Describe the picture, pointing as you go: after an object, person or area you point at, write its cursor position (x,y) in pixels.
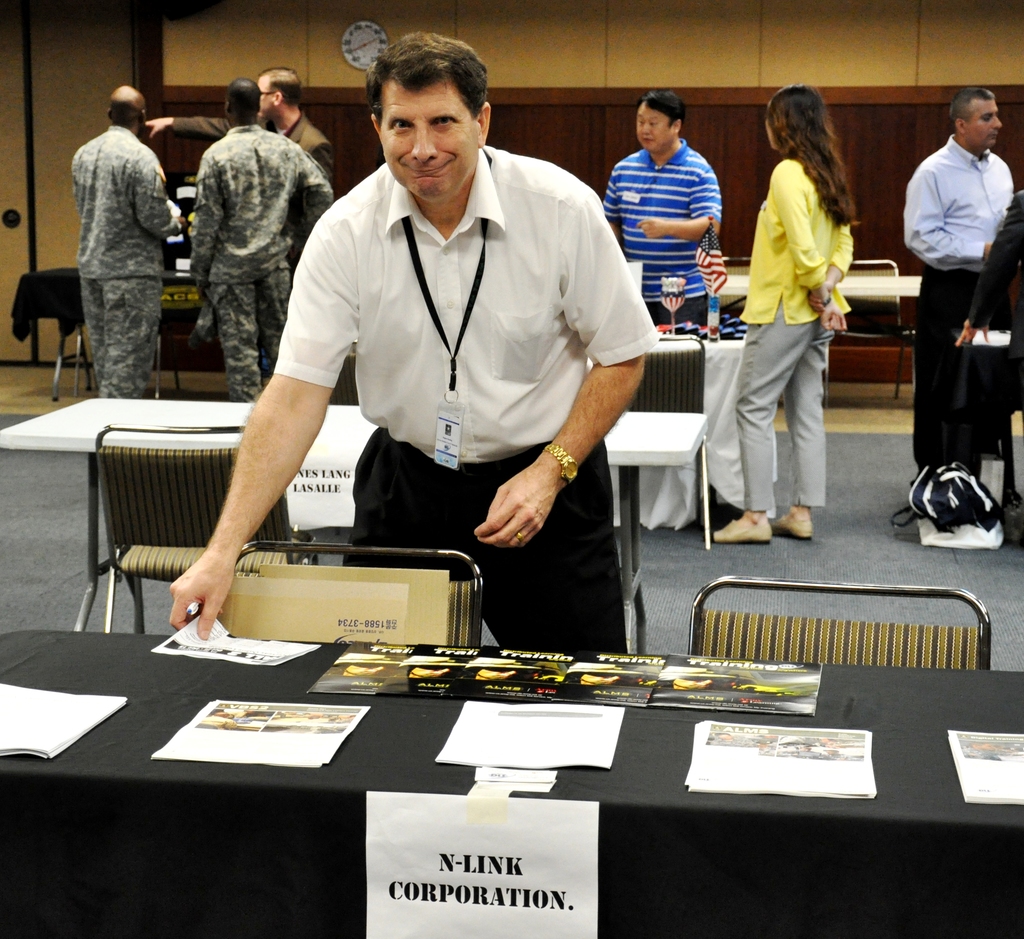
In the center of the image (377,556) we can see a man (471,290) is standing and wearing a dress (479,421), id card (444,336) and holding a paper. In-front of him we can see a table (641,722), chairs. On the table (748,845) we can see the papers (988,758). In the papers (493,865) we can see the text (491,865). In the background of the image (743,554) we can see the floor (9,491), tables (677,429), chairs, wall (577,158), clock (353,49), door (49,174), bags (964,500) and some people (947,222) are standing. On the tables (619,511) we can see the papers (309,517) and some other objects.
